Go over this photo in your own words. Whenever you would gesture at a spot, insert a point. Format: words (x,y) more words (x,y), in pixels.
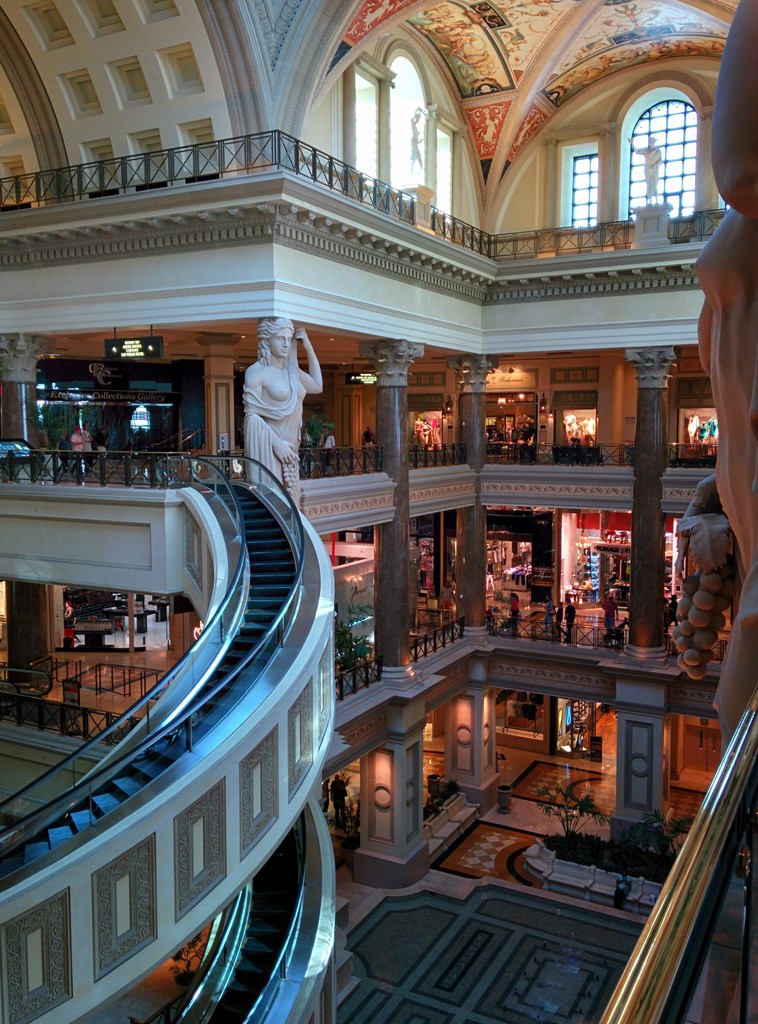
In this image we can see the inside view of a mall (273,997). In the middle of the image (285,388) white color statue (285,413) is present. Beside it escalators (227,830) are present.
